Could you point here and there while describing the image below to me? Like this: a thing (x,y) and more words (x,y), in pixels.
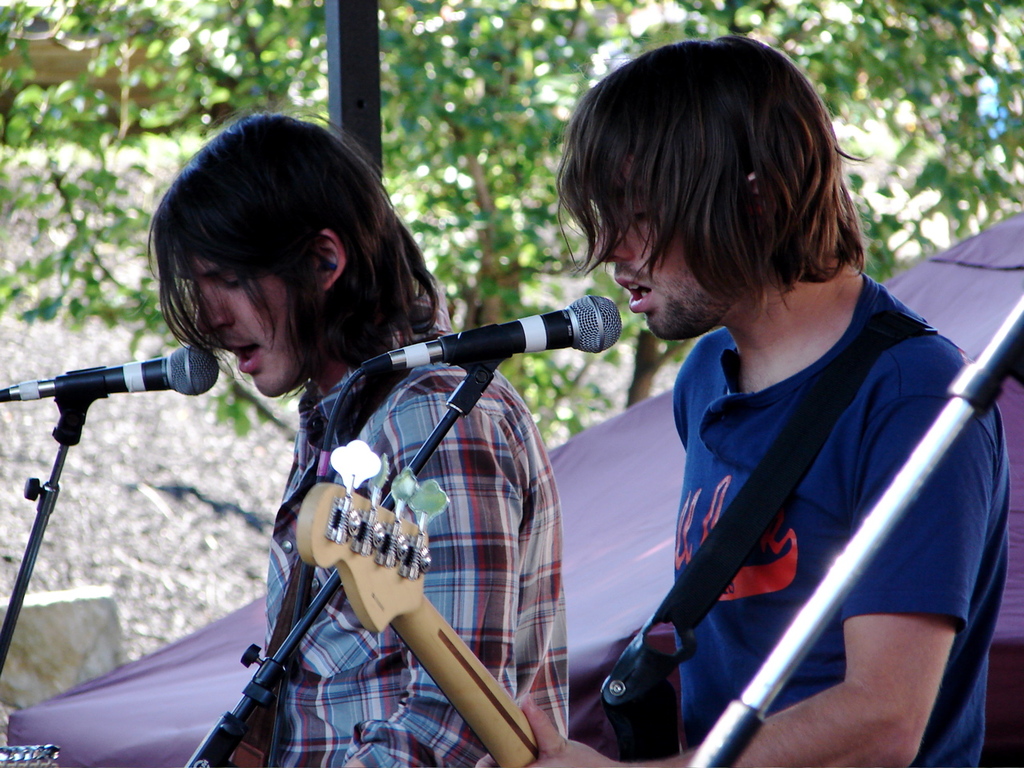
There are two persons (719,468). They are playing a musical instruments (395,624). They are singing a song. We can see in the background (616,509) trees (961,230), cloth (949,267).
